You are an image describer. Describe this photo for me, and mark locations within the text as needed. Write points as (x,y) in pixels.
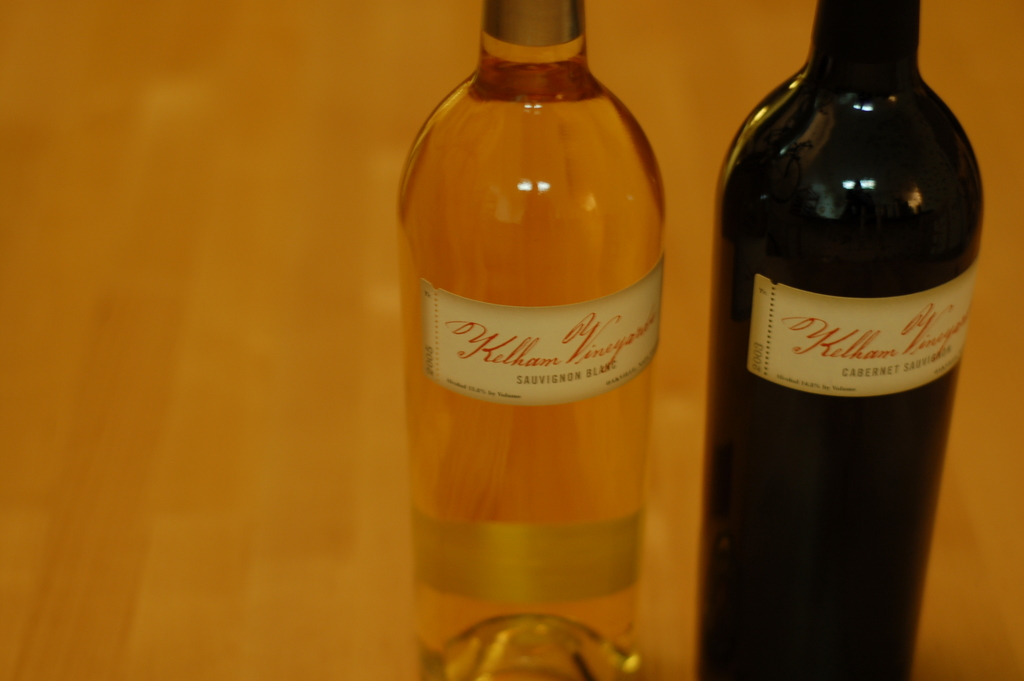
In this picture we can see two bottles (428,395) on a table (369,474).
